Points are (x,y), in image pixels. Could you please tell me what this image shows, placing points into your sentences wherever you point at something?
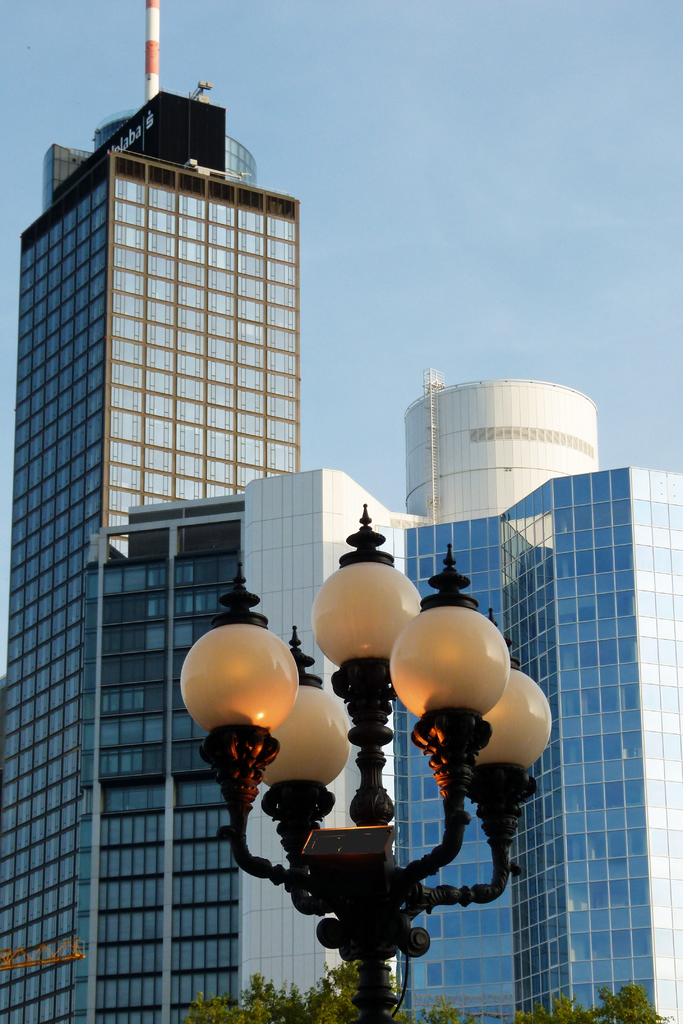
This image is taken outdoors. At the top of the image (488,256) there is a sky (382,81). At the bottom of the image (309,993) there are a few trees (609,1000) and there is a street light (357,716). In the middle of the image (229,537) there are a few buildings (222,510) with walls (162,142), windows (122,921), and roofs (417,528).
